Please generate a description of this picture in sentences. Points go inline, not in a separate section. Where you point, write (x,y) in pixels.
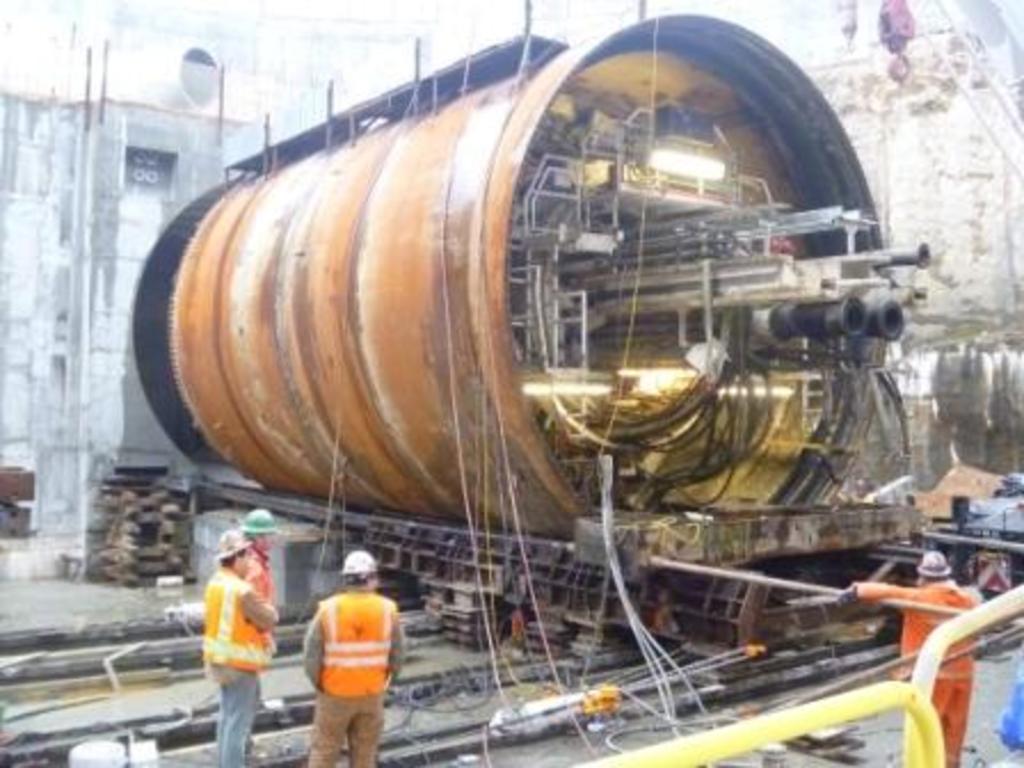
In this picture, we can see a cylindrical container (420,305) and some objects (705,347) in it, we can see a few people (383,658), and the ground (73,611) with some objects (978,557), wires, building (78,231), and in the bottom right corner (707,743) we can see some yellow color object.
